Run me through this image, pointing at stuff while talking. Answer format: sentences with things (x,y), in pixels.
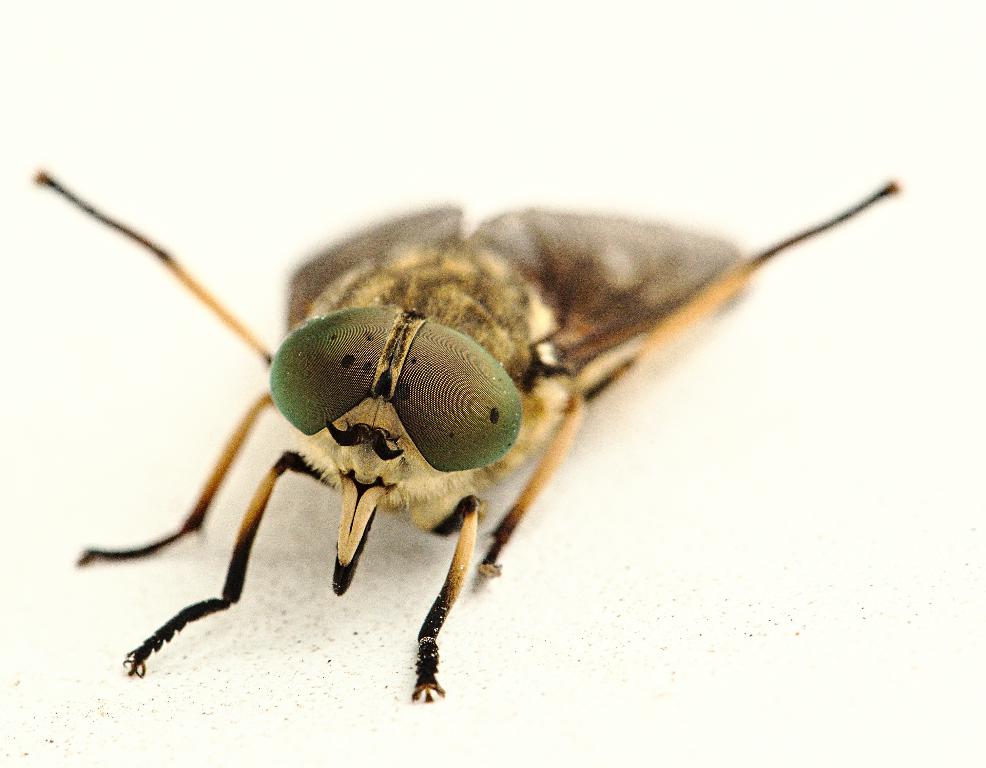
In this image I can see an insect (459,465) which is in brown color and its eye (431,382) are in green color.
